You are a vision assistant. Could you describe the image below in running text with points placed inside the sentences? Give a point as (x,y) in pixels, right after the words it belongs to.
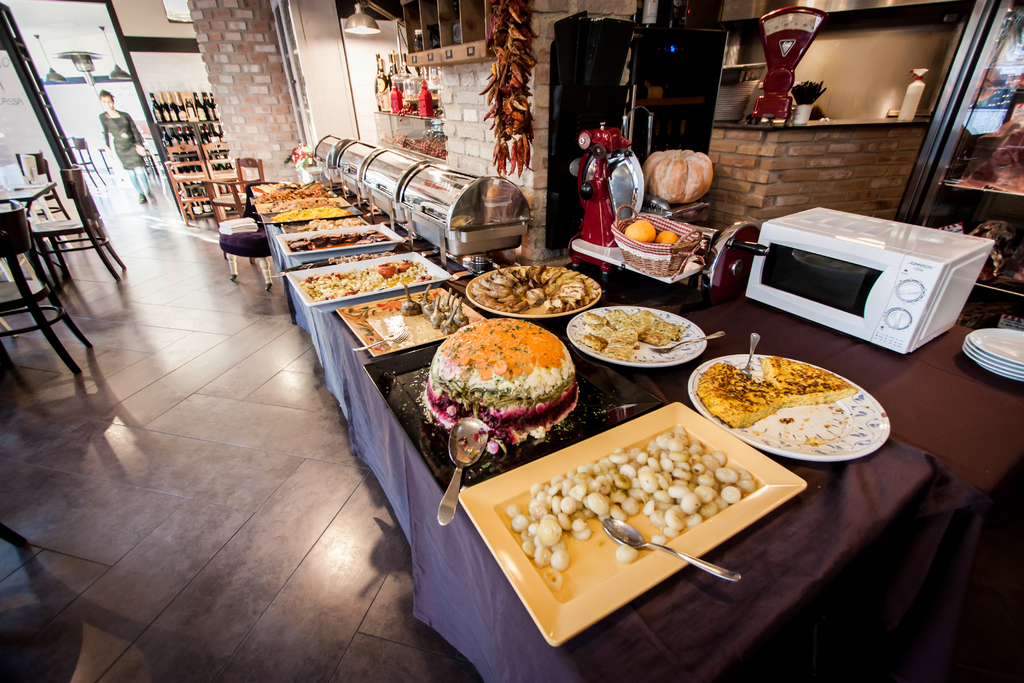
This is an inside view picture. here we can see lot many dishes (612,550) on the table (681,601). This is a microwave oven (866,306). These are plates (992,342). This is a pumpkin (671,187). This is a wall (825,158) with bricks (862,152) and it's a platform (815,134). Here we can see a weighing machine (789,77). This is a floor (203,340). these are chairs (71,187) and tables (41,188). Here we can see one person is walking into the store (159,297). Here we can see bottles (206,98) in a rack (204,207).
